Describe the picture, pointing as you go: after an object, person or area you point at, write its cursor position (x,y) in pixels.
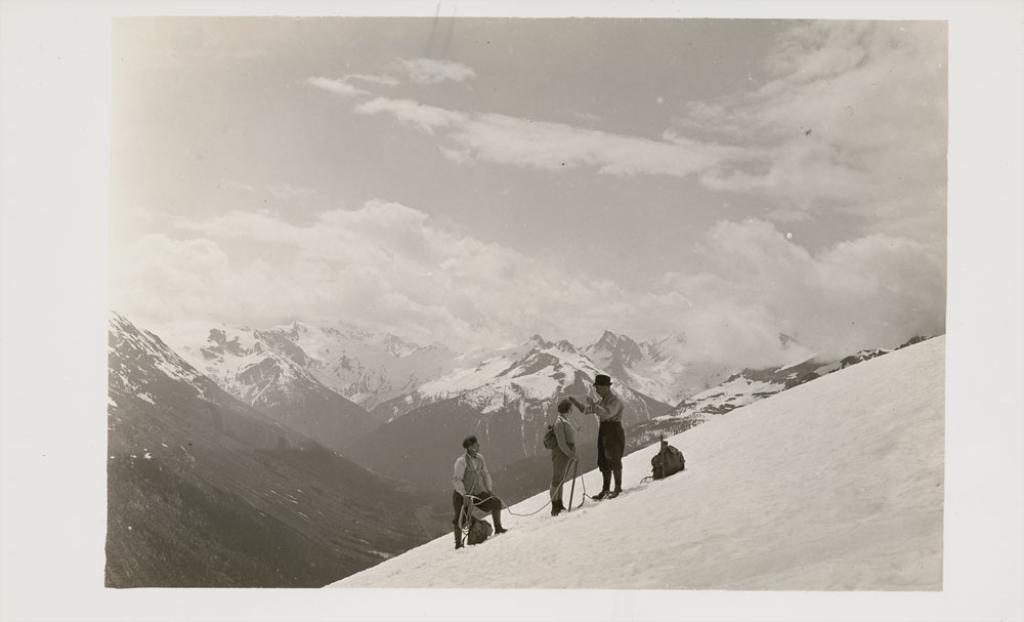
This is a black and white picture. In the foreground of the picture (576,464) there are three people (561,458) on a snowy mountain (728,486). In the background (288,378) there are mountains (483,358) covered with snow (648,363). Sky (346,303) is cloudy.
